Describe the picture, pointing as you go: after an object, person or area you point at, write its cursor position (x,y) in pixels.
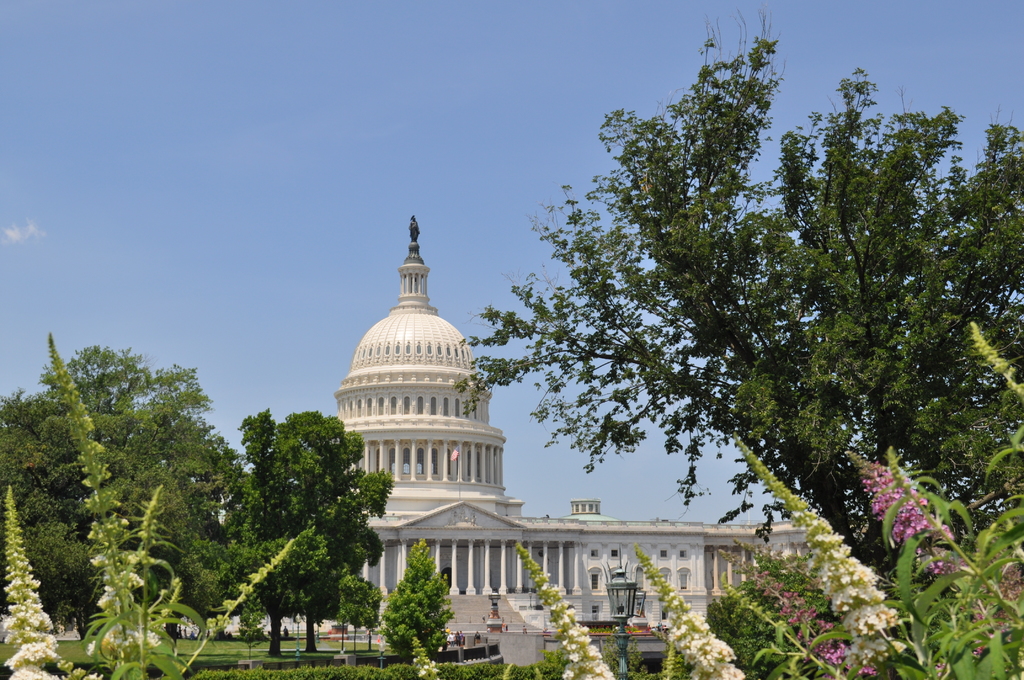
In this picture we can see flowers (208,632), trees (786,371), lights (620,612), poles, flag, building (526,522), pillars (515,570), windows (595,574) and some objects (538,659) and in the background (291,259) we can see the sky (305,172).
